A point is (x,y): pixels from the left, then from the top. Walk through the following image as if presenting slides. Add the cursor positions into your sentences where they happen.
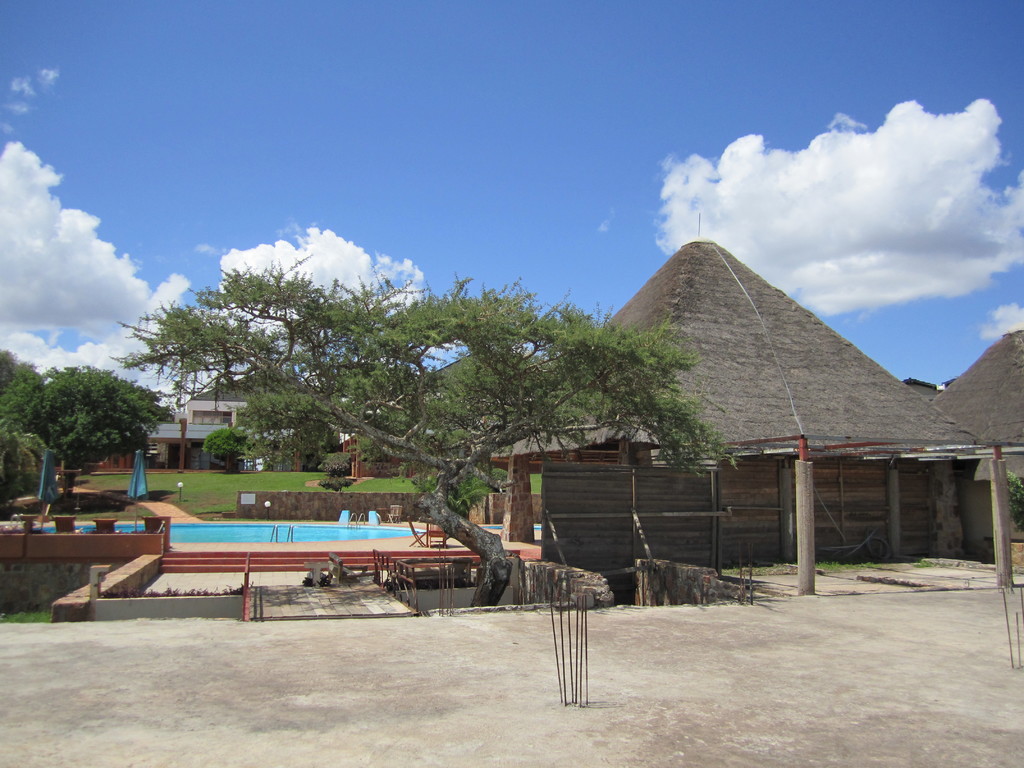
In this image I can see a building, trees (441,501), pool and huts (834,421). The sky (348,108) is white and blue color.
